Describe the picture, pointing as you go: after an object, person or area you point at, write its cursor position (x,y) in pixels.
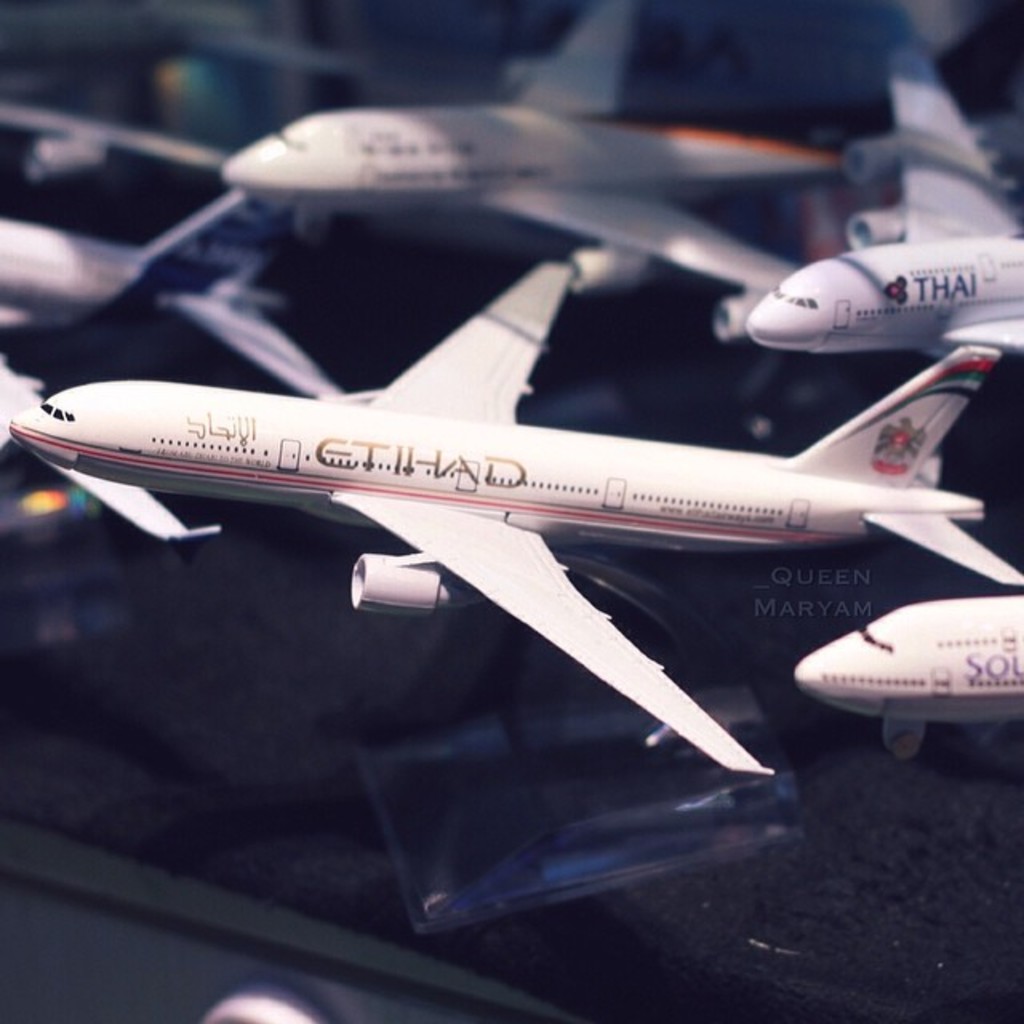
As we can see in the image there are white color toy planes (494,394).
